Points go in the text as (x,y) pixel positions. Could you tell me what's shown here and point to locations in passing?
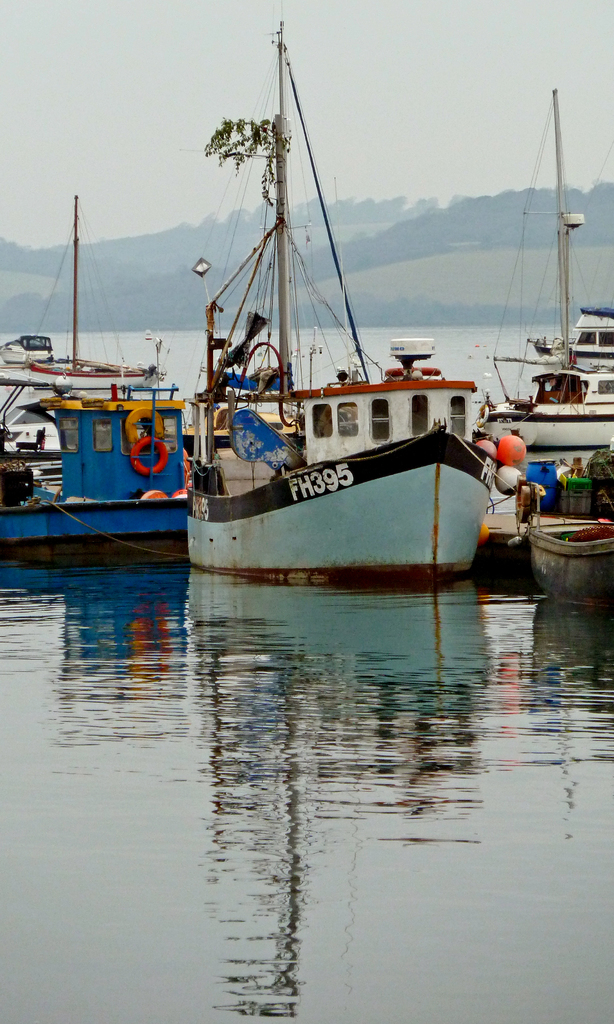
In this image I can see few boats (242,555) on the water (268,773). I can see some orange and red color tubes (157,496) to the boats (321,497). These boats (304,482) are in different colors. I can also see some ropes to the boats (227,360). In the background (409,275) I can see the mountains (186,247) and the sky (155,69).
